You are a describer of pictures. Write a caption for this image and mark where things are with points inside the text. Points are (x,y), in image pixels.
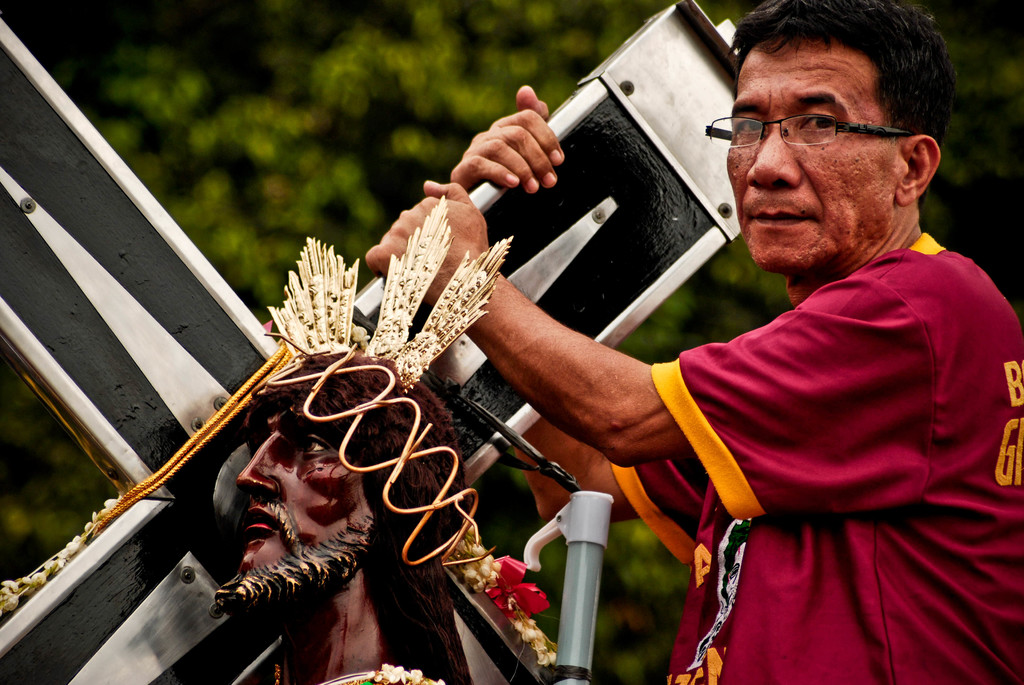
In this image, we can see a person (899,316) wearing clothes (923,437) and holding a cross (628,193) with his hands (518,165). There is a statue (383,449) at the bottom of the image (386,580). In the background (413,55), image is blurred.
